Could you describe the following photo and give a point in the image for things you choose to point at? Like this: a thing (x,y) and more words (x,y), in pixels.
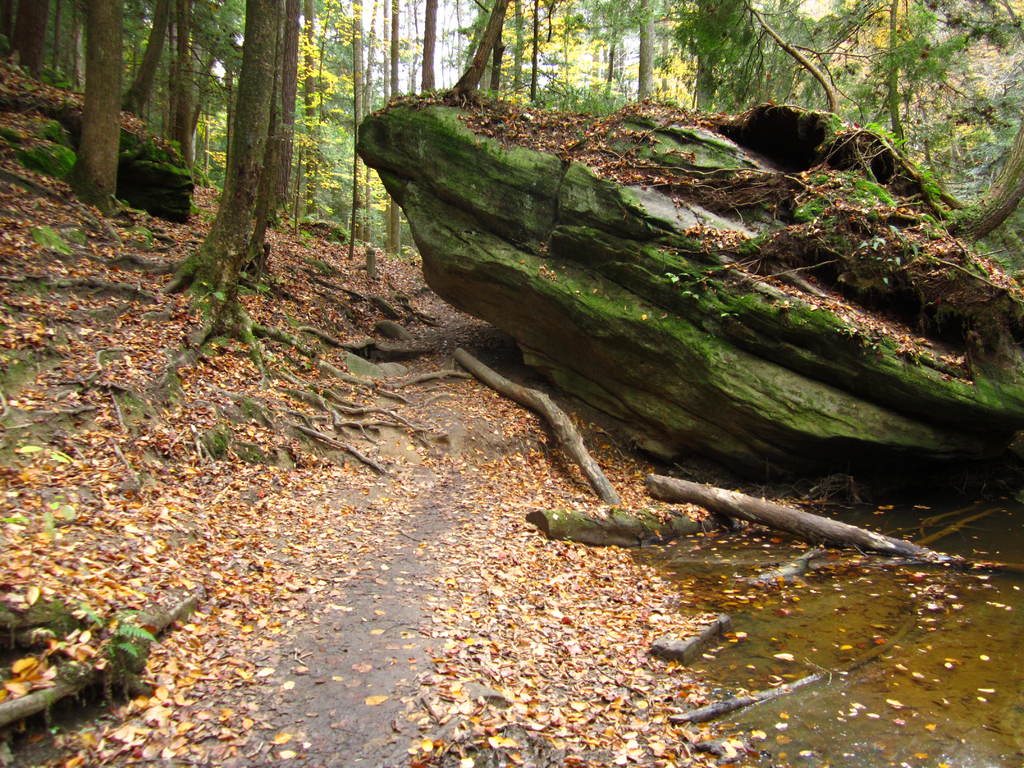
In this image we can see a rock (726,223) with algae (724,299) and dry leaves (943,240). At the bottom of the image (407,570) there is a rocky land (438,634), leaves (634,662), algae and other objects (685,649). In the background of the image (147,41) there are trees (582,53), rocks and the sky (455,73).
